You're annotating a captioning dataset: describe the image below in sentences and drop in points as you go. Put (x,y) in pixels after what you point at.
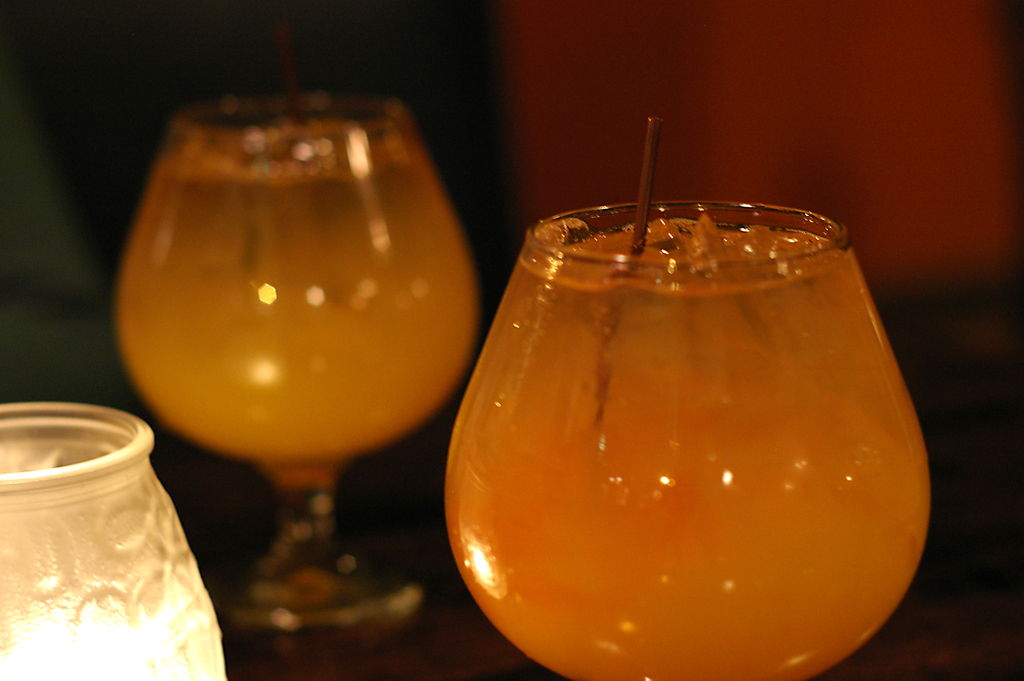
In this image, I can see two glasses (572,452) of liquid (586,458). On the left side of the image (168,533), this is a kind of a lamp (119,539). The background (578,72) looks blurry.
